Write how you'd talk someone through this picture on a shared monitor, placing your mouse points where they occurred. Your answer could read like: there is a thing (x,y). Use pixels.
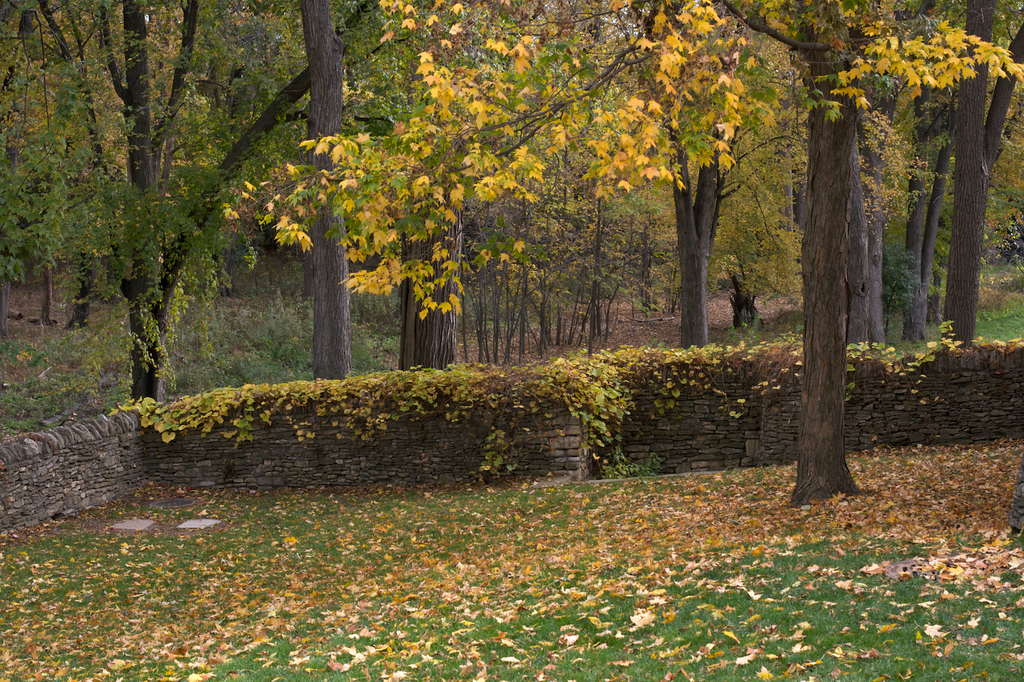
This is an outside view. At the bottom (480,602), I can see the grass (955,601) and dry leaves (355,568) on the ground (336,573). In the middle of the image (611,399) there is a wall (537,452) and a creeper plant (456,401). In the background (437,243) there are many trees (423,101).
